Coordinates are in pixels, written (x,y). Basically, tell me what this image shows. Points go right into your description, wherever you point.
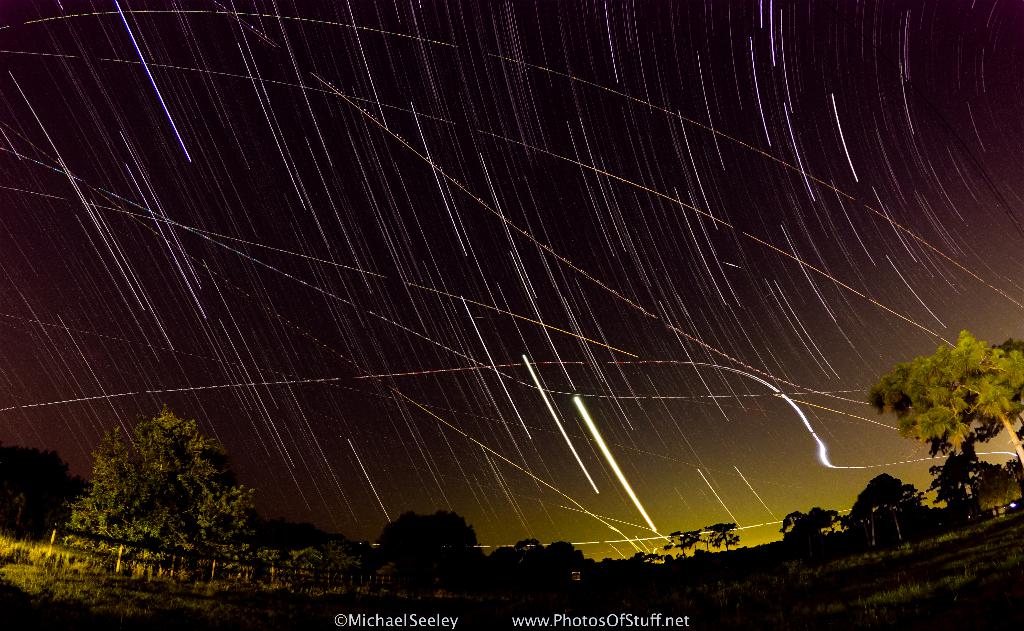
It is an edited image, at the bottom (537,554) there are trees (864,520) and there is a water mark text (423,625). At the top (559,192) it is the sky (554,322).
